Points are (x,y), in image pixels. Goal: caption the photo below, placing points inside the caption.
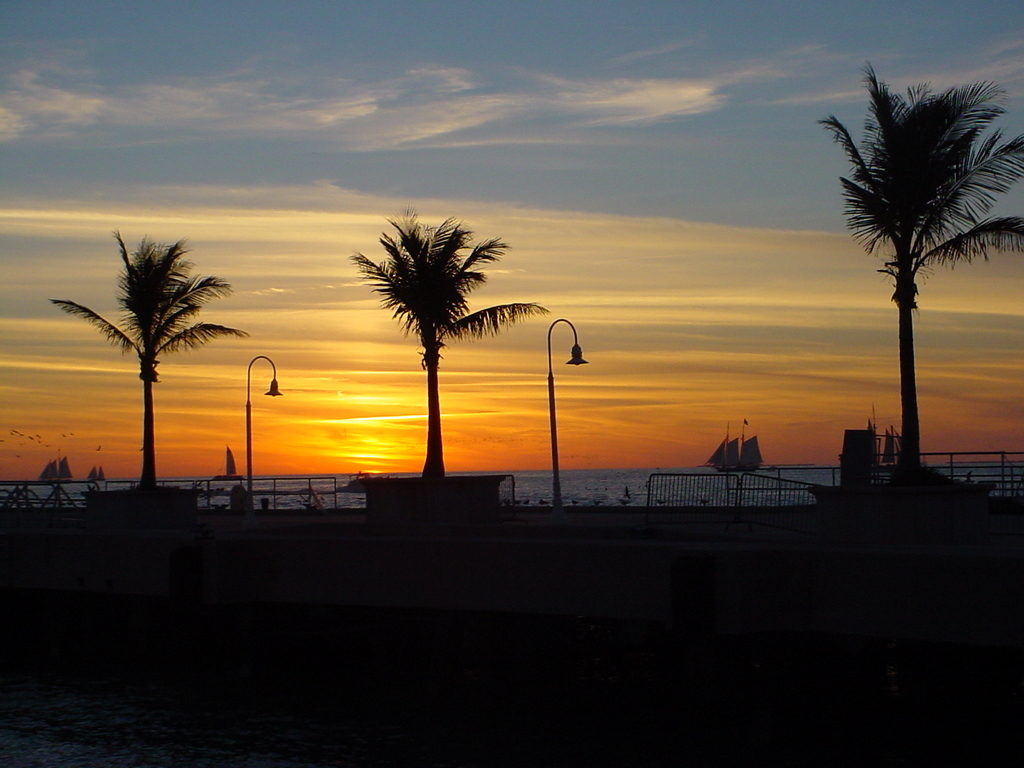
At the bottom of the image (132,732) there is water (132,732). Above the water (67,700) there is a bridge (246,520). On the bridge (46,543) there are trees (421,275), poles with lamps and railings (827,485). Behind the bridge (220,552) there is water (561,473). On the water (766,473) there are boats (728,446). In the background (200,376) there is sky (408,86) with clouds (462,129) and sunlight (379,440).
